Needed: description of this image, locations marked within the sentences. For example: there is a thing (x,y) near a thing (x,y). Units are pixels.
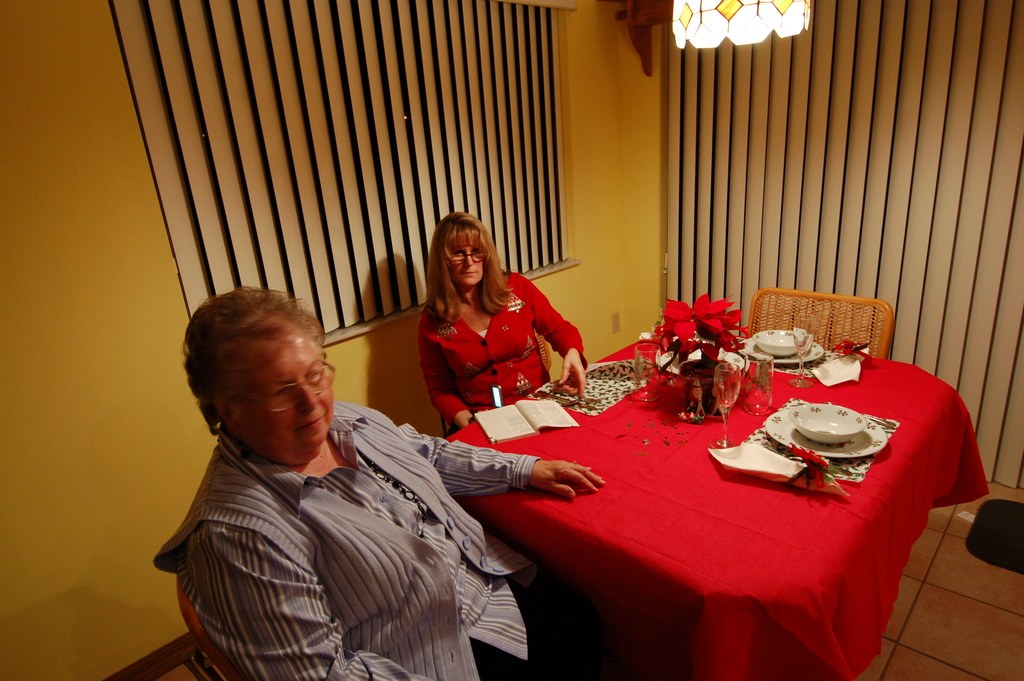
In the image we can see there are two people (463,319) who are sitting on chair (201,680) and in front of them there is a table (866,475) on which there is a bowl (806,428) and plate (845,450) kept.
